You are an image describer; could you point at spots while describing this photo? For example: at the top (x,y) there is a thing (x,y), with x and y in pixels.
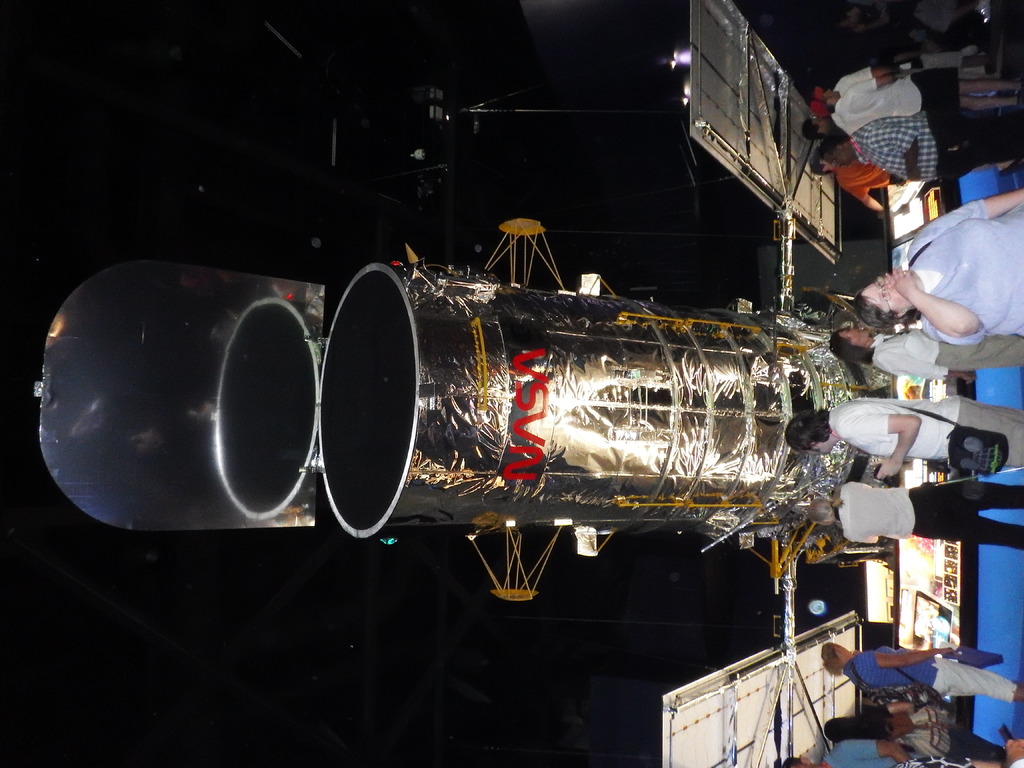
In this picture there are people (885,704) and we can see space telescope (607,364) and screens (917,606). In the background of the image (445,161) it is dark.
